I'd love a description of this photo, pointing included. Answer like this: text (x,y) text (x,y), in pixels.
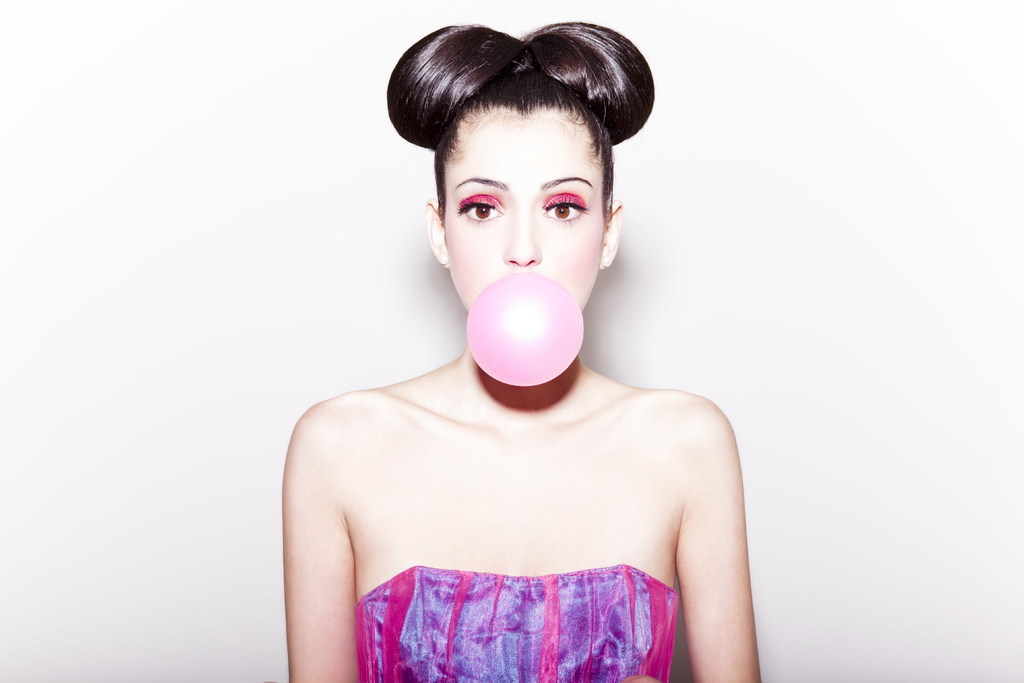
In this image, we can see a woman (550,620) is seeing. Here we can see a bubble (531,327). Background (788,414) there is a white wall (830,405).
